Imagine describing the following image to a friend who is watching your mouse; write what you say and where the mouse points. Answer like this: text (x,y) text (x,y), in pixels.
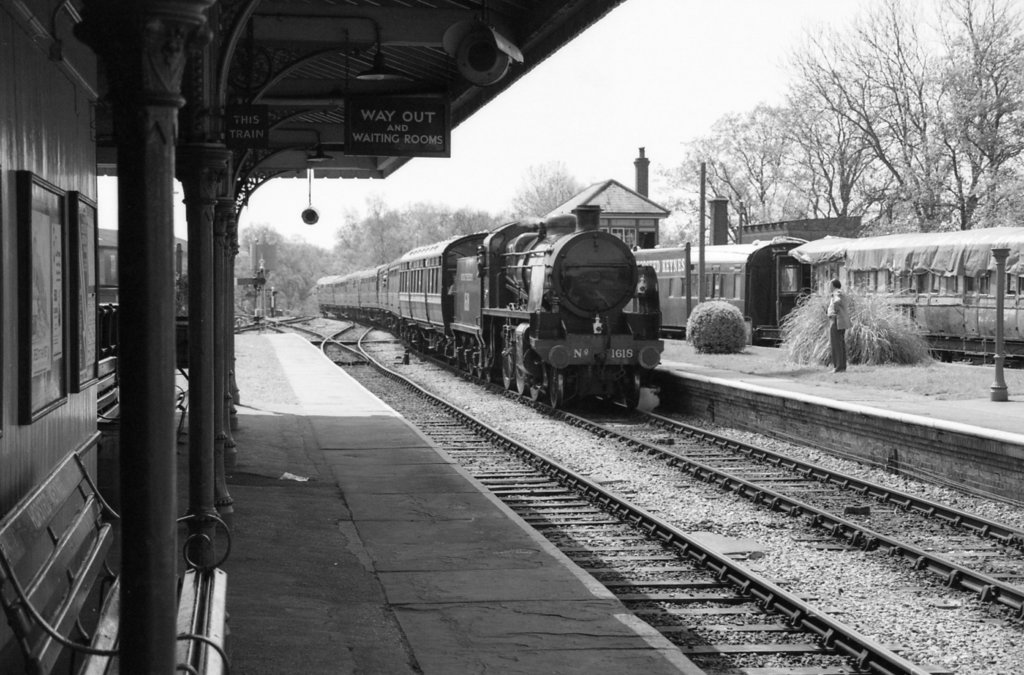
In this picture we can see trains (622,309) and railway tracks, on the left side (30,285) there is a platform (455,602), a bench (111,386) and boards (407,110), on the right side (866,162) we can see some trees (949,197), poles (701,244) and a person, there is the sky (749,74) at the right top of the picture (713,17), we can also see trees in the background (535,198).
